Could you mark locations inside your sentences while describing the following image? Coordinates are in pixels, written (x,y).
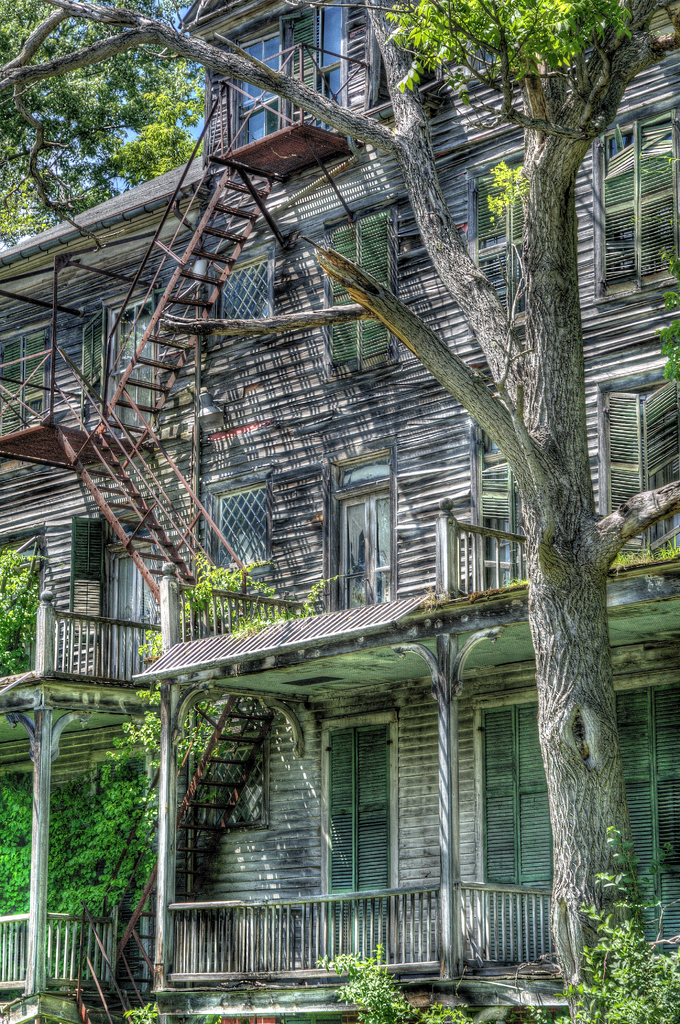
In this image I can see a tree (586,791) on the right (579,782). There is a building (254,208) at the back (181,620) which has fence (664,542), windows (629,479) and stairs (254,187).
